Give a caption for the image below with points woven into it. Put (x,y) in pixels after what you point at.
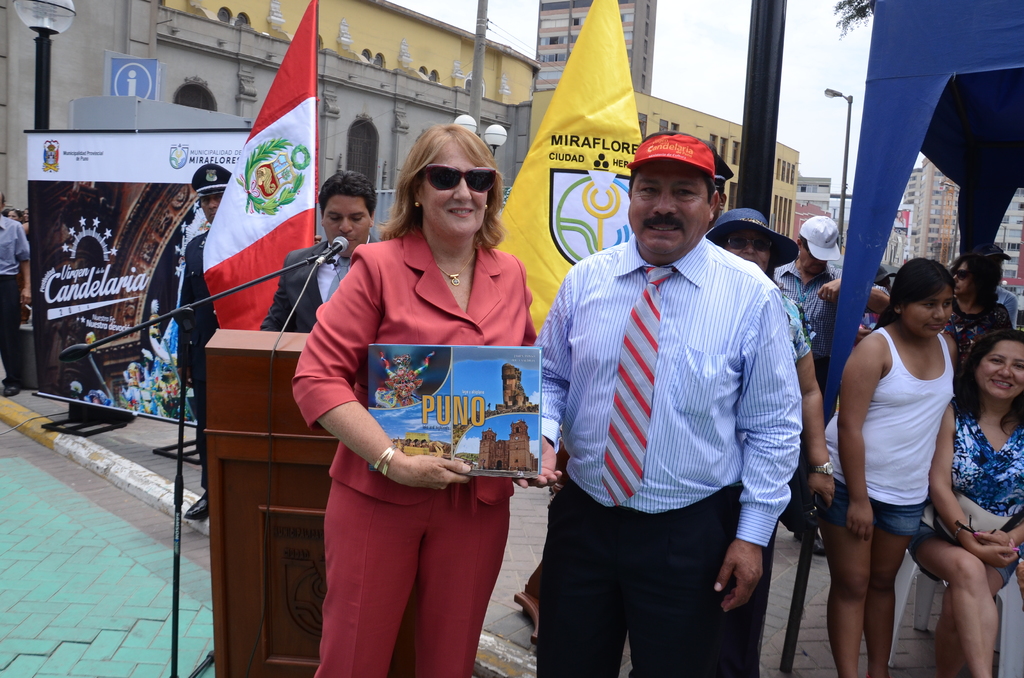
In this image, I can see the man (598,511) and woman (404,518) standing and smiling. This woman (475,344) is holding an object (472,418) in her hands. This looks like a wooden podium (255,468). I can see a mike (340,240), which is attached to the mike stand (185,318). These are the flags (309,135), which are hanging. This looks like a hoarding (99,287). I can see group of people (809,318) standing. Here is another woman (969,472) sitting on the chair (1006,584). This looks like a pole (761,90). In the background (220,44), I can see the buildings (724,127). This is the street light (841,229).
